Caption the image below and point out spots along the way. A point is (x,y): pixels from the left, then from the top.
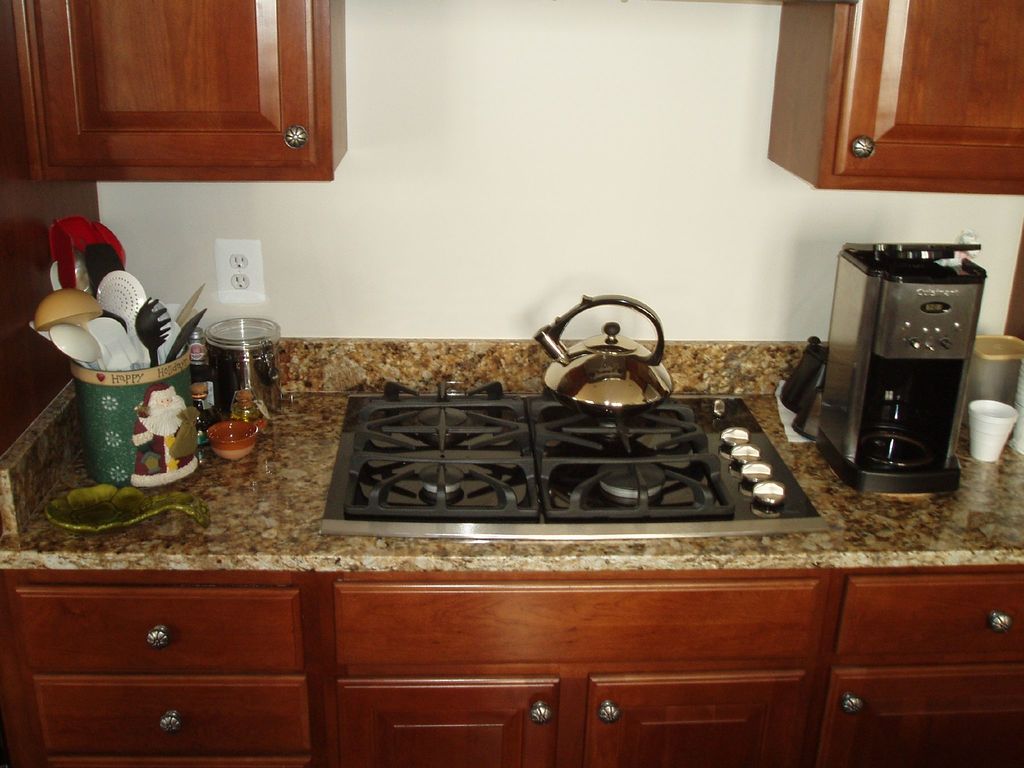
In this picture we can see a kitchen platform (394,555), on this kitchen platform (659,547) we can see a gas stove (717,534), tins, spoons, cup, bottle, bowls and some objects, here we can see a switch board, cup boards (270,22) and we can see a wall (706,302) in the background (628,194).
